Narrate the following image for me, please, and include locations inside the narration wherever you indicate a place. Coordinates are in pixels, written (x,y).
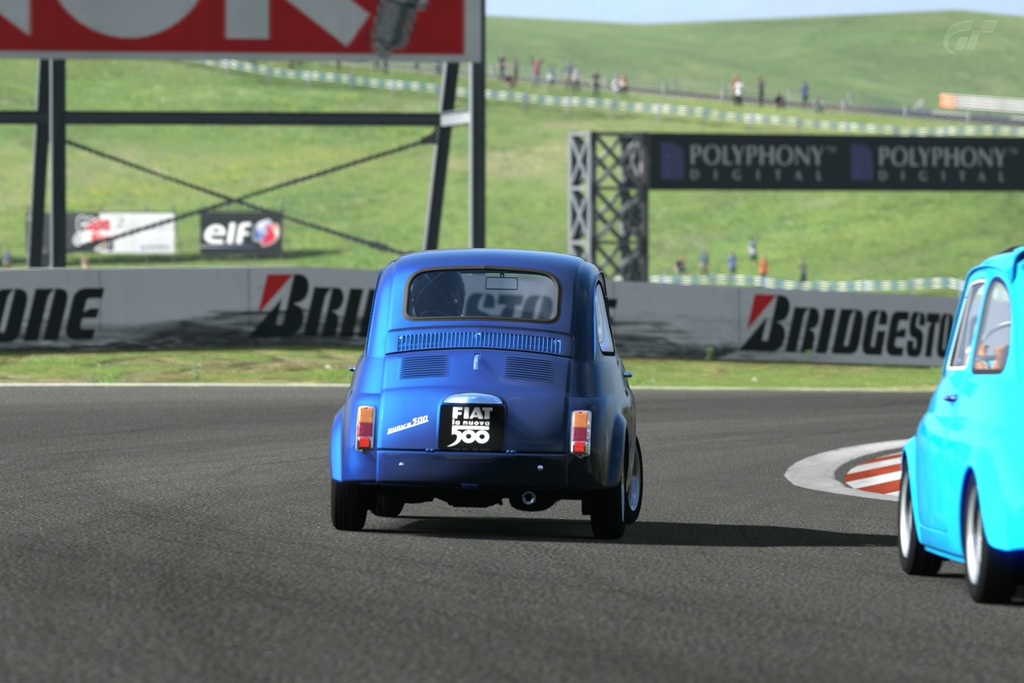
In this image we can see there are two cars (619,531) moving on the road (641,443). At the center of the image (660,320) there are some metal structures (436,206) and a fencing (200,301). In the background (768,96) there are a few people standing on the surface (267,196) of the grass (669,79).
